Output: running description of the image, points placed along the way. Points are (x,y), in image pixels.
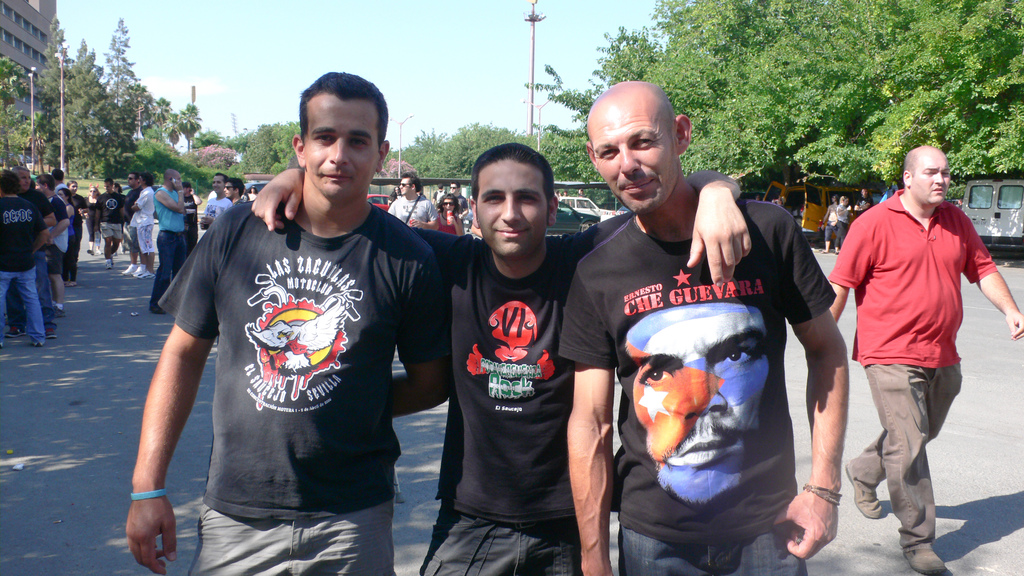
In the middle of the image (395,284) we can see three persons (568,361). Here we can see people (131,238) on the road (120,287). There are poles (401,123), vehicles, plants (148,152), trees (410,163), and a building (50,4). In the background (178,66) there is sky (538,79).
